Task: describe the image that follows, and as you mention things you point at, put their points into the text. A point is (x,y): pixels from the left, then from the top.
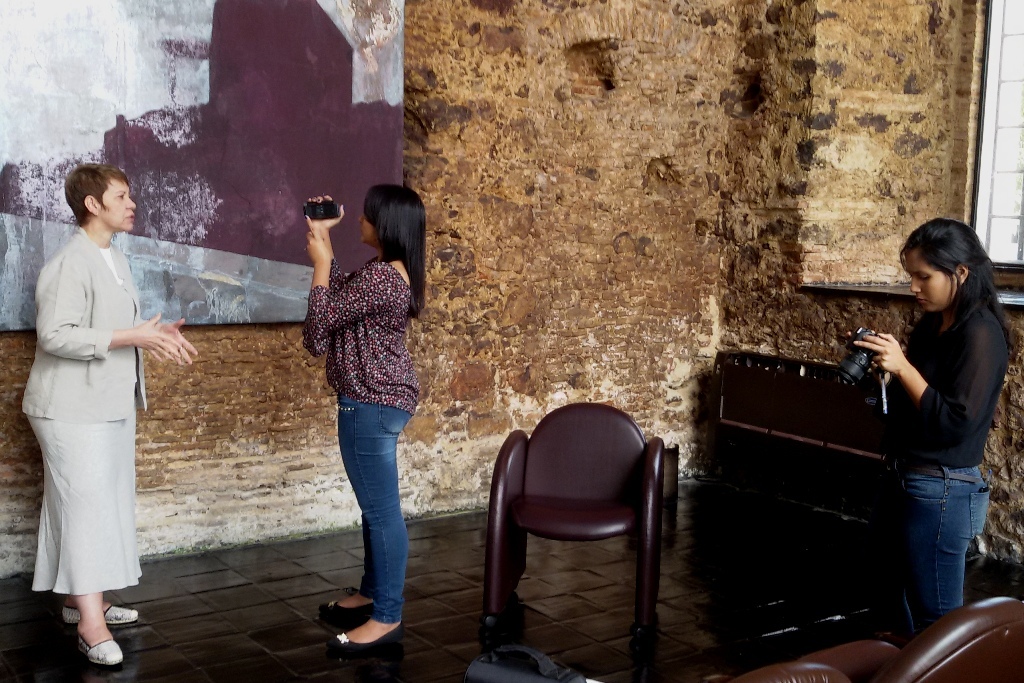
In this picture we can find a three women (318,241) standing, first woman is explaining something, second woman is capturing in the camera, third woman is watching the camera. In the background (645,291) we can find wall (567,261) and a poster (164,220). and just beside to the second woman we can find a chair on the floor (168,662).
